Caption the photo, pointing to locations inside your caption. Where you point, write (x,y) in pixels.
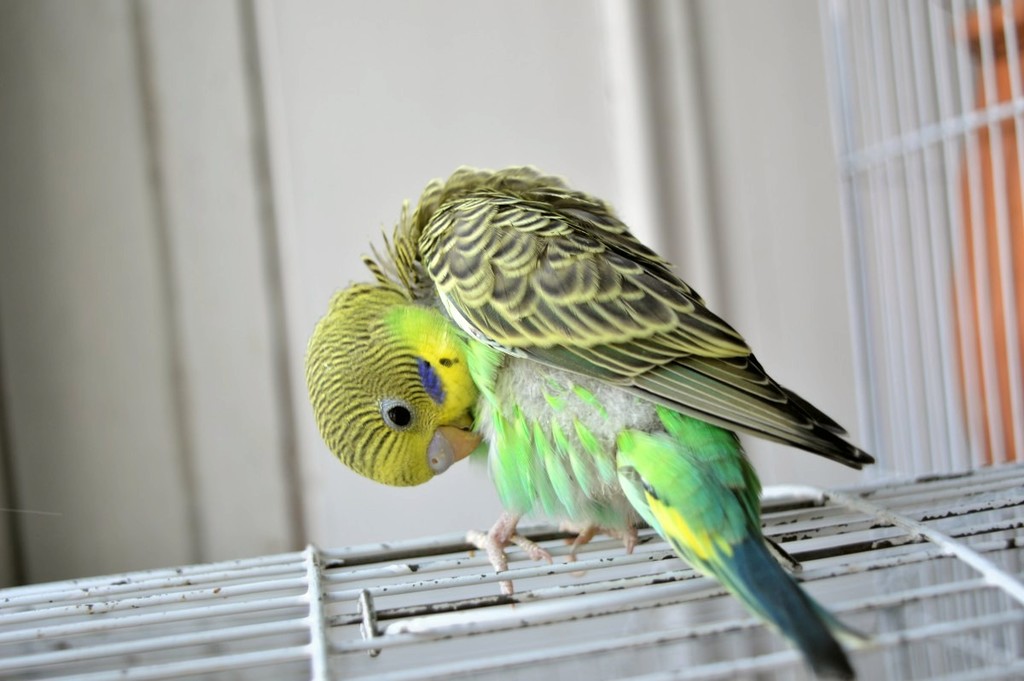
In this image, I can see a parrot (510,538) standing on the cage (897,347). In the background (429,72), that looks like a wall (189,180), which is white in color.
